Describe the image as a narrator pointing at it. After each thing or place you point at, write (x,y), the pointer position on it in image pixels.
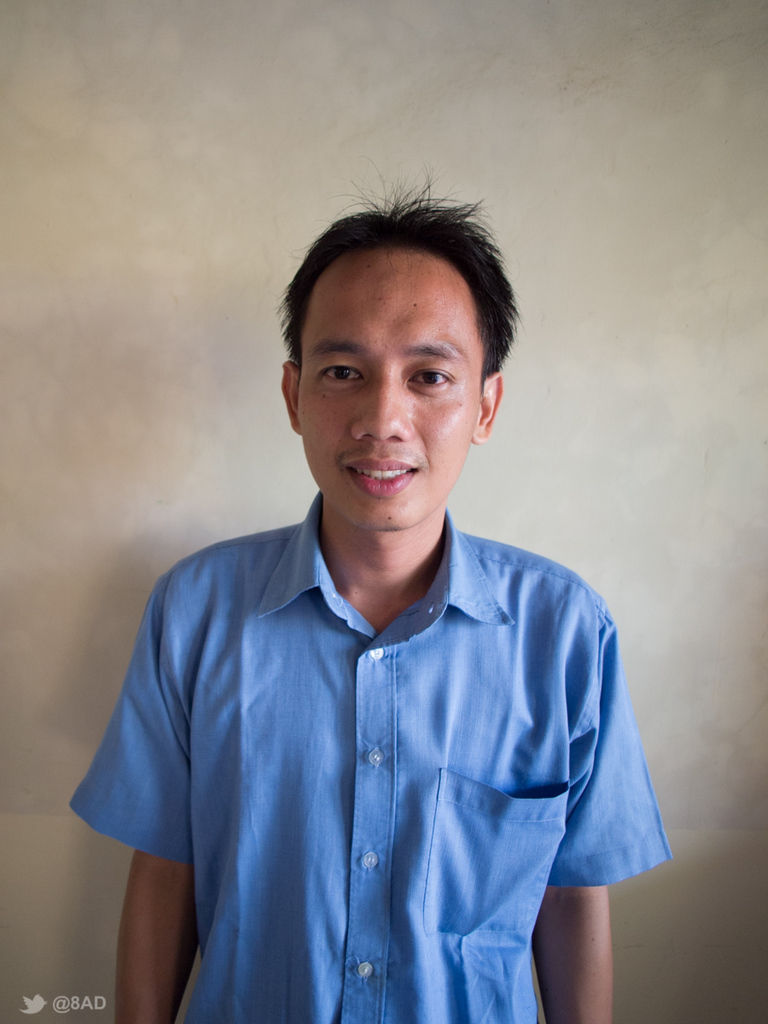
In this image in the center (387,463) there is one person (397,808) who is standing, and in the background (591,505) there is a wall (181,523).
